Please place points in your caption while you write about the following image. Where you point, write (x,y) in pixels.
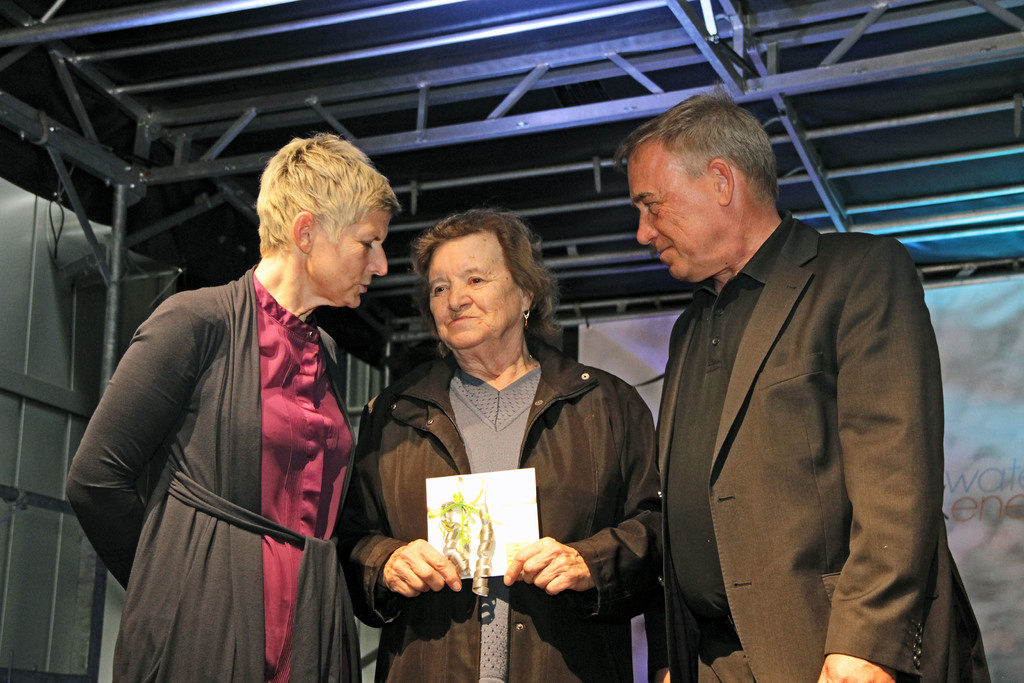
In the picture we can see a two women (544,551) and a man (776,551) standing together and one man (765,535) and a woman (266,494) are watching a woman (461,242) who is in the middle of them, she is holding a white color card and they are standing under the shed (210,123) and it is with poles (205,109) and behind them we can see the white color curtain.
